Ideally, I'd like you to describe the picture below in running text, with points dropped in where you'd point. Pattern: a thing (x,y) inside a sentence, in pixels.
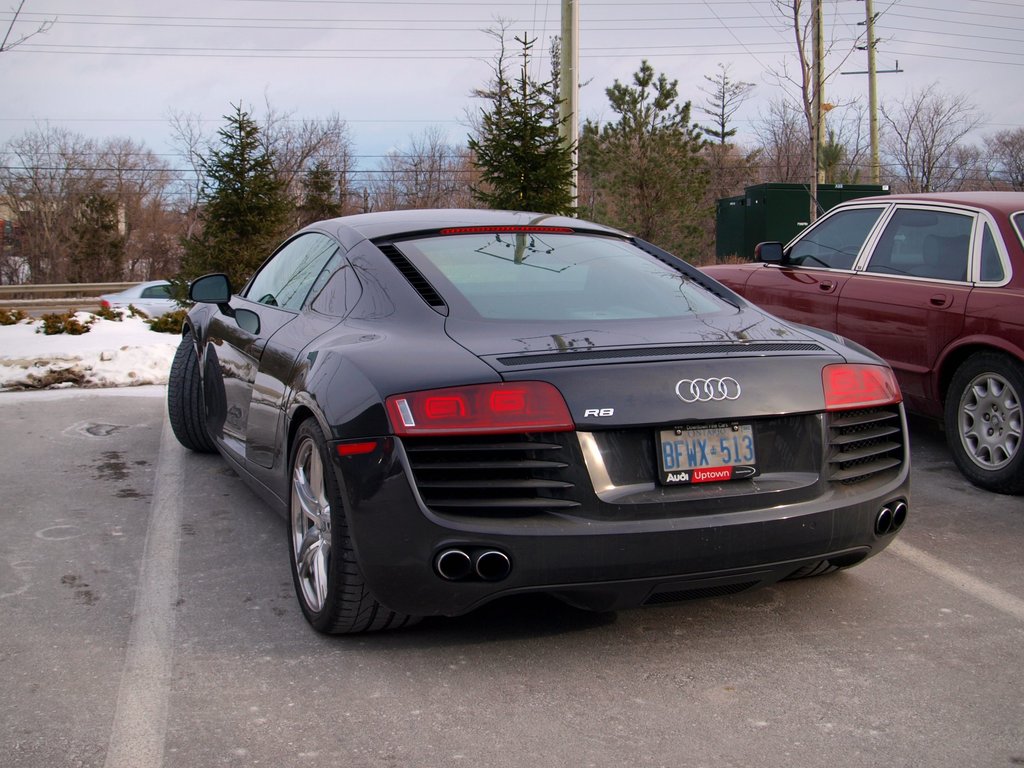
There is a black color vehicle (298,299) parked, near a red color vehicle (906,330), in the parking area (988,531). In the background (219,225), there is a vehicle (156,281) on the road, near trees (406,170), there are poles (816,97) having electrical lines (729,29), there are trees (265,159) and there are clouds (341,72) in the blue sky (417,97).
